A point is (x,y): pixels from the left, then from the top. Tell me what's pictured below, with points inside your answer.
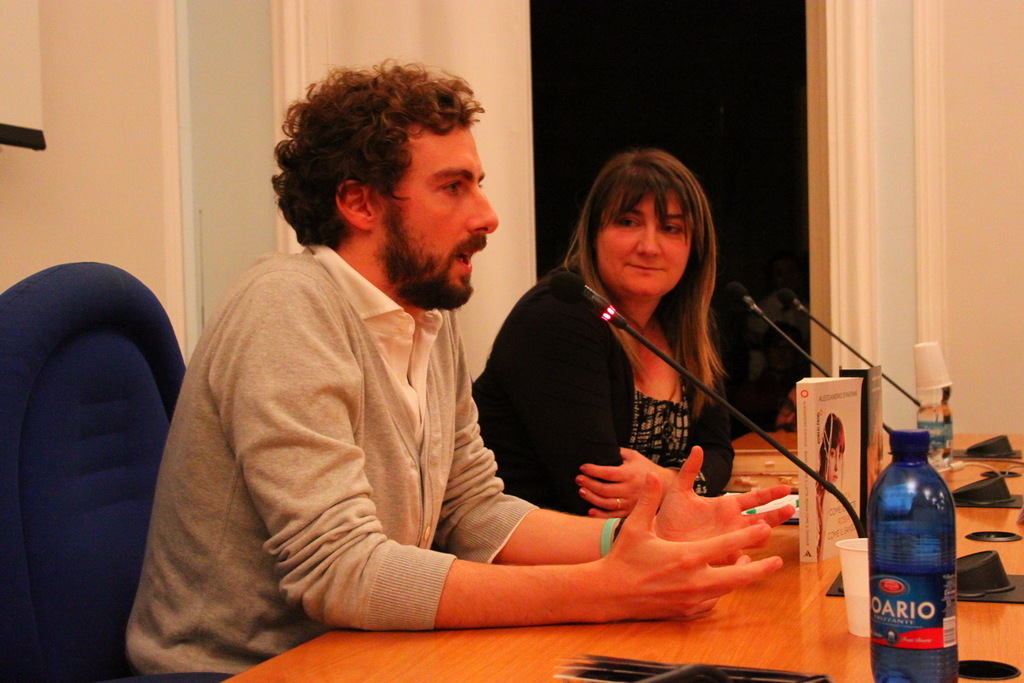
There is a man (297,390) and a woman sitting on chair (133,392). In front of them there is a table (458,643). On the table (473,646) there are mics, bottles (886,567), cups (859,581) and books (806,460). In the back (932,95) there is a wall (943,88).
